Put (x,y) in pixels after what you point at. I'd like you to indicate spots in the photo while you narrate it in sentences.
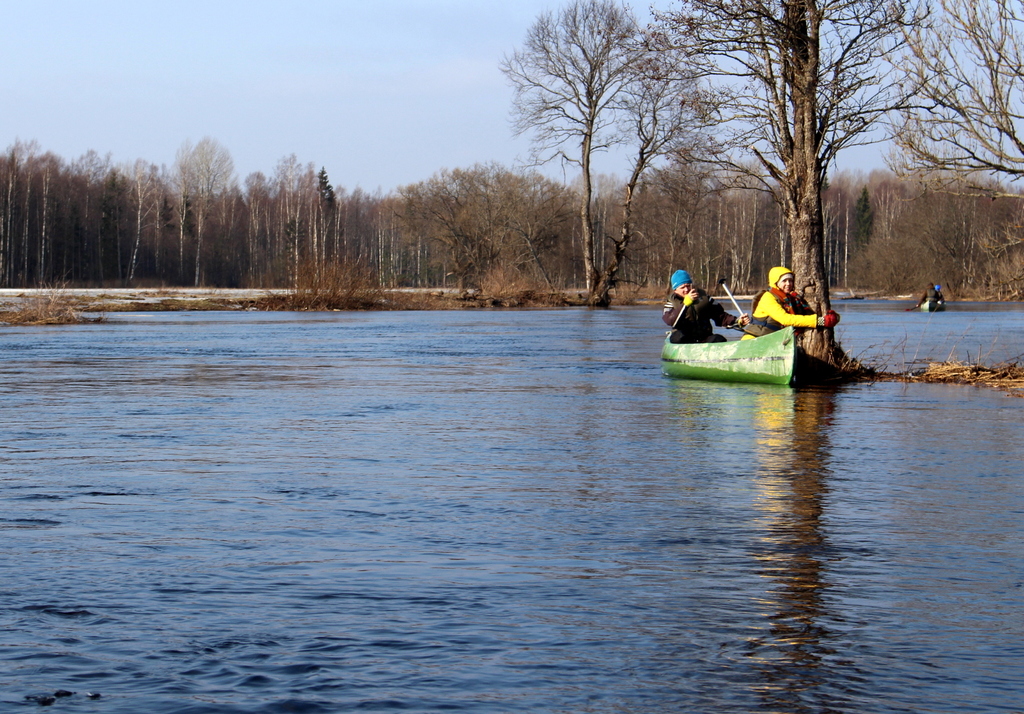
On the right side of the image (772,306) there are two persons (710,324) floating on a boat (728,364). At the center of the image (478,239) there are trees (322,242). In the background (427,65) there is a sky (235,90).
